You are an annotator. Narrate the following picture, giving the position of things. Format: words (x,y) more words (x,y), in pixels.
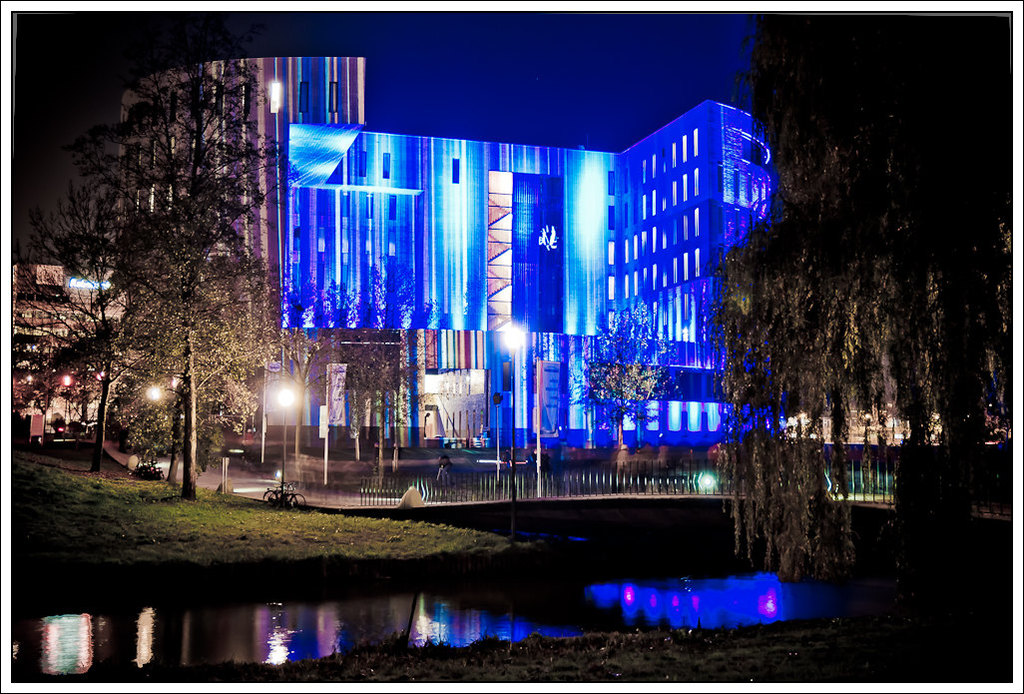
In this image we can see a building (424,234) decorated with lights (604,196). And we can see the windows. And we can see the metal fence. And we can see the water (539,600). And we can see the grass (297,527) and trees (816,445). And we can see a bicycle (267,502). And we can see the sky (571,93).
